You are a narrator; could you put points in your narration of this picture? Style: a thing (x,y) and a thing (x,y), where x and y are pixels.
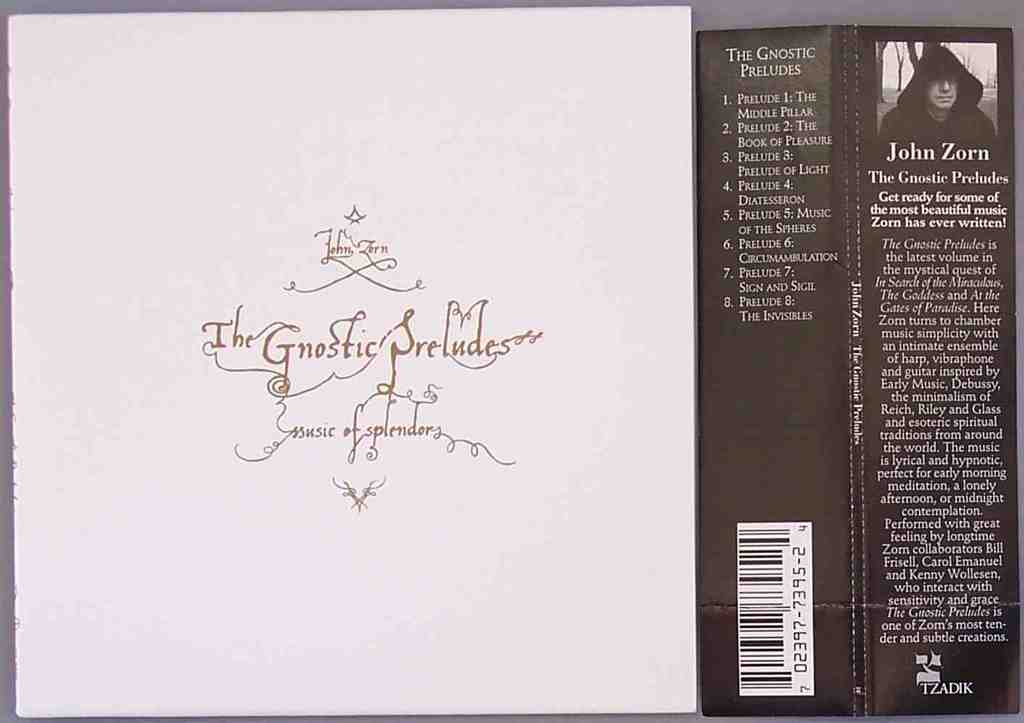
In this picture we can see boards (620,458) with a person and some text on it.
